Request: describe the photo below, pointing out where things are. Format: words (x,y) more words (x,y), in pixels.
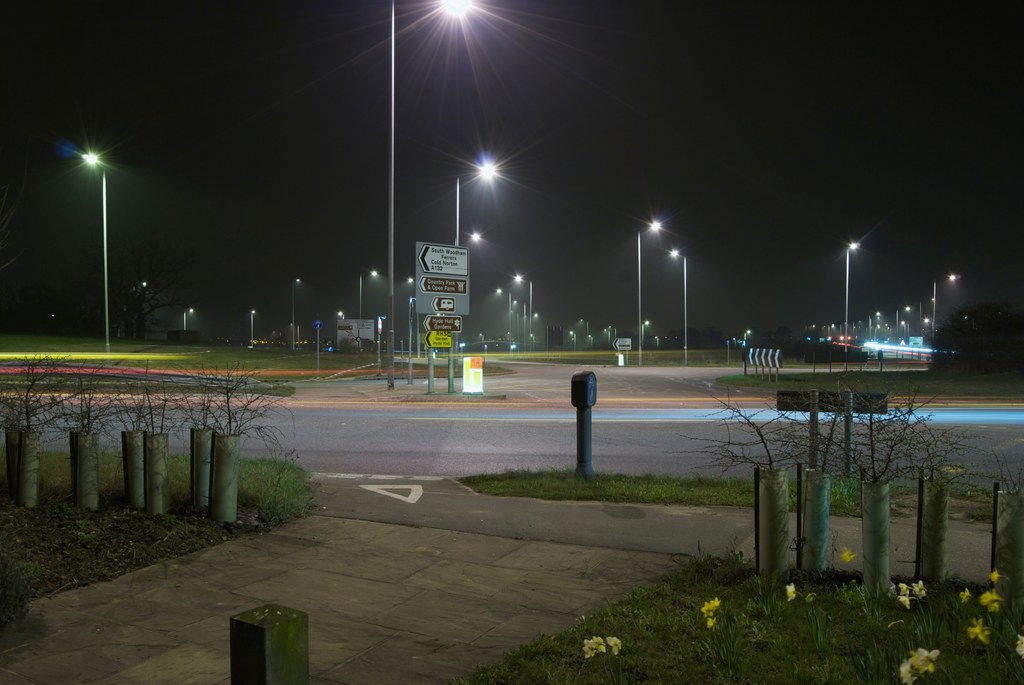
In this image we can see a group of poles (392,327) with lights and boards (436,317) with text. In the foreground (257,469) we can see the grass (563,475), plants (30,408) and poles (155,489). At the top (515,70) the image is dark.
